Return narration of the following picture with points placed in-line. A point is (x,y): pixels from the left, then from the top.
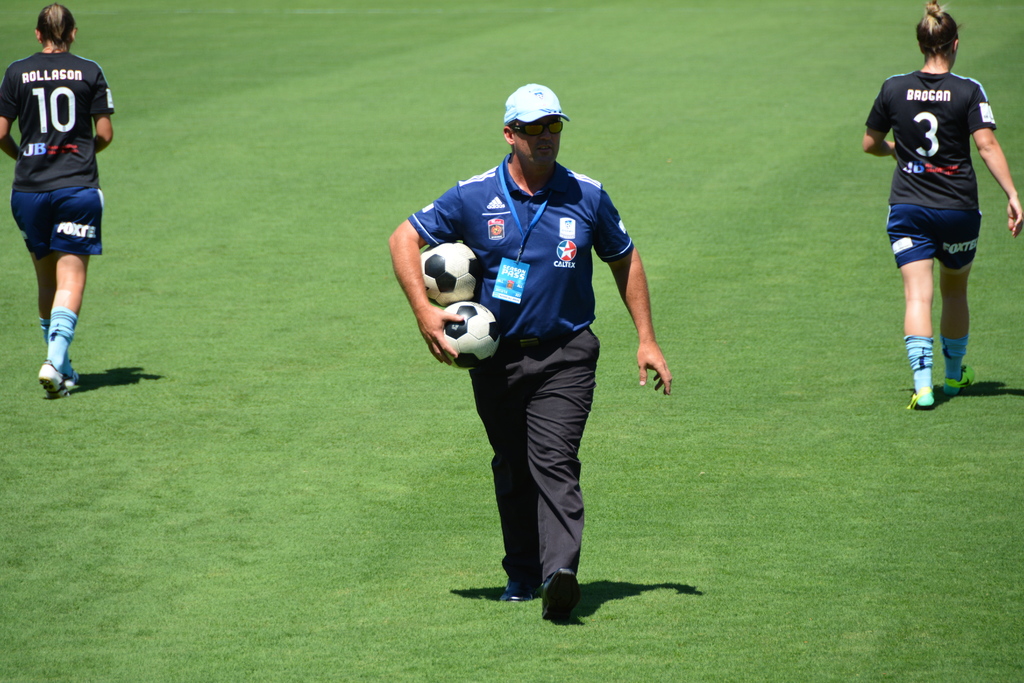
In the image we can see there are people (75,217) who are standing on the ground (373,506) and the ground (861,484) is covered with grass (391,447). The man (511,431) in the middle (487,370) is holding balls (467,333) in his hand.
